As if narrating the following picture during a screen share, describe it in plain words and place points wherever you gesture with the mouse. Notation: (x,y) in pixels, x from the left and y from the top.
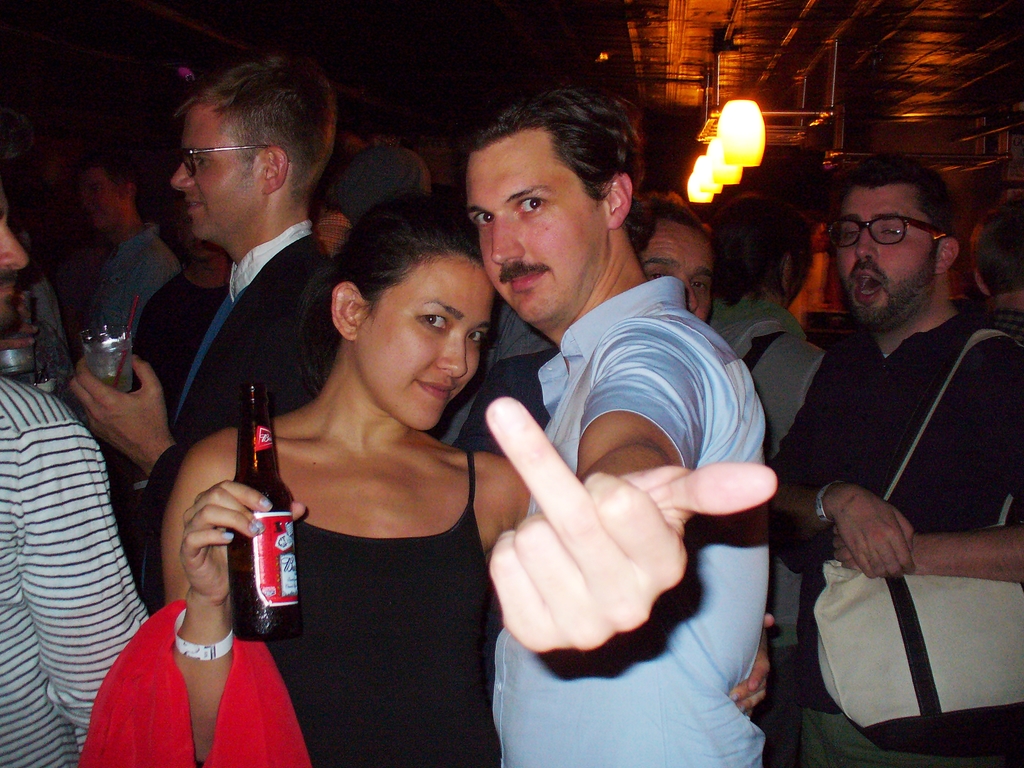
In this picture I can see couple of humans (143,383) holding glasses (103,356) in their hands (117,397). I can see a woman (304,455) holding a bottle (282,503) and a man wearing a bag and I can see few lights (745,160) to the ceiling (778,80) and a dark background (403,30).
